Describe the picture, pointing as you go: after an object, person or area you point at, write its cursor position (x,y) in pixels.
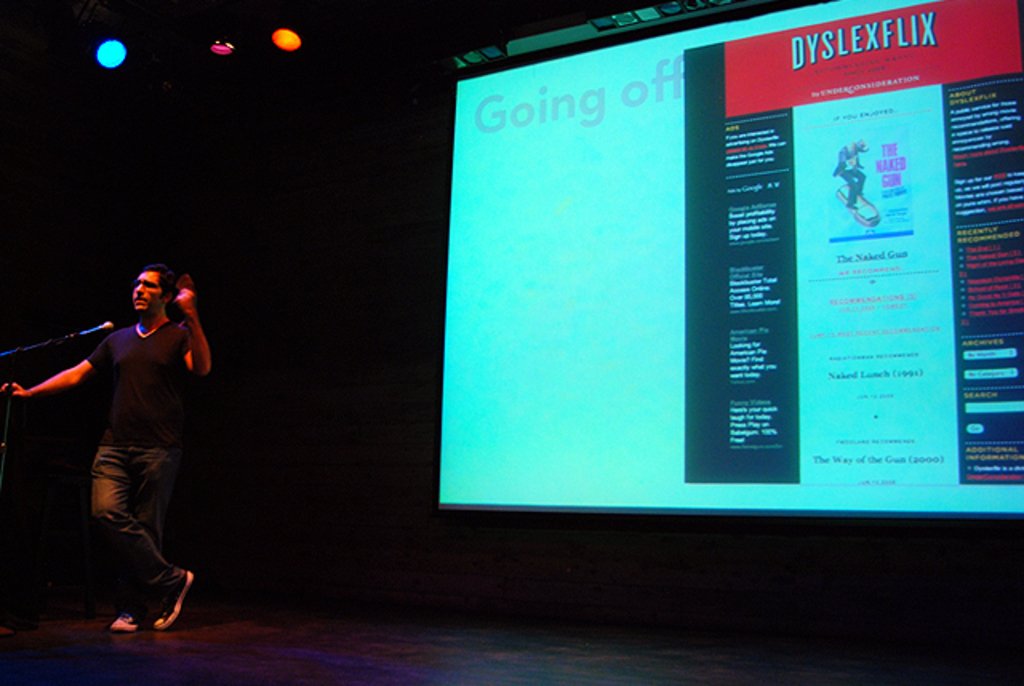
In this image I can see a person (163,419) is standing. In front (36,346) I can see a mic (93,327), stand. Back I can see the screen (707,228) and something is on it. At the top (236,76) I can see lights (292,45) and the dark background (428,71).
